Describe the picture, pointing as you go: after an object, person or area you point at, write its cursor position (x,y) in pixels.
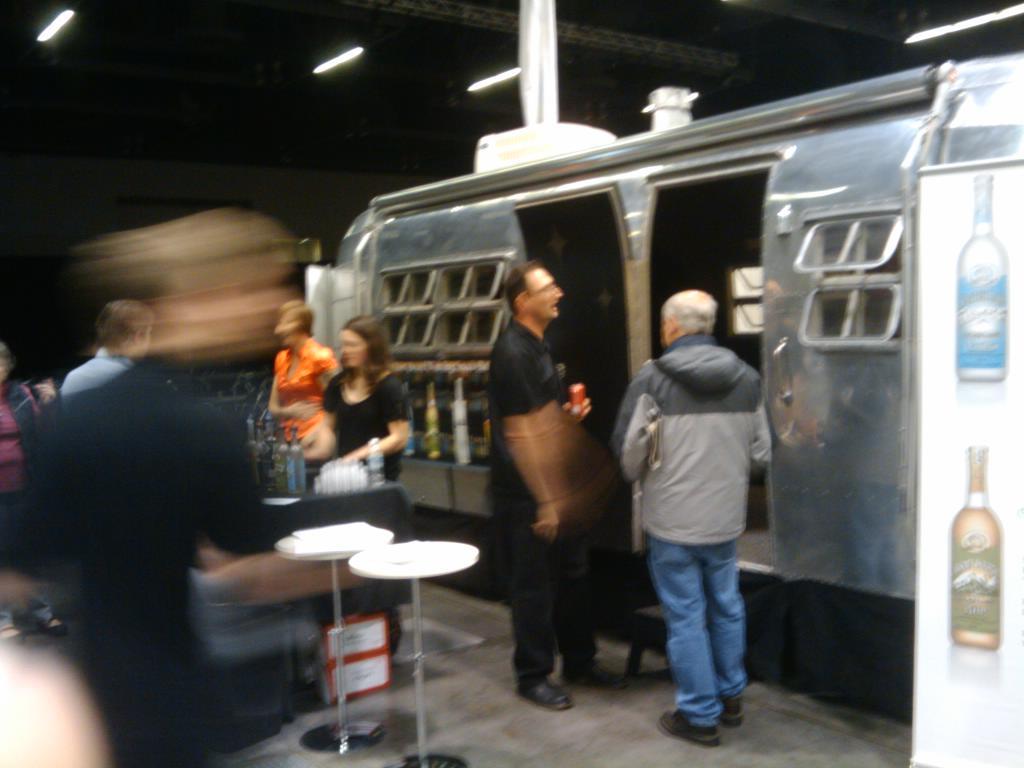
In this picture there are some people (368,434) standing on the floor (536,717). I can observe two white color tables (379,563). There is cabin (417,348) on the right side (831,273). In the background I can observe lights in the ceiling (350,77). There are men (189,341) and women (325,361) in this picture.
